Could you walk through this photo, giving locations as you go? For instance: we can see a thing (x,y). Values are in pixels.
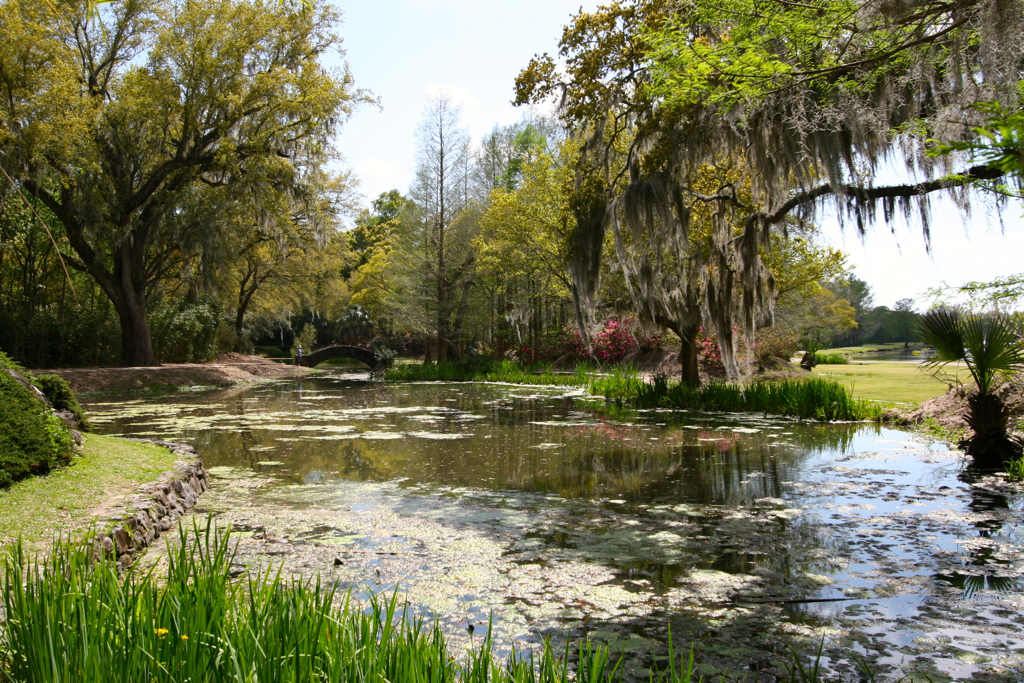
We can see water (645,436), algae (517,603), plants (254,666) and grass (81,513). In the background (749,256) we can see trees (728,252) and sky (464,90).
